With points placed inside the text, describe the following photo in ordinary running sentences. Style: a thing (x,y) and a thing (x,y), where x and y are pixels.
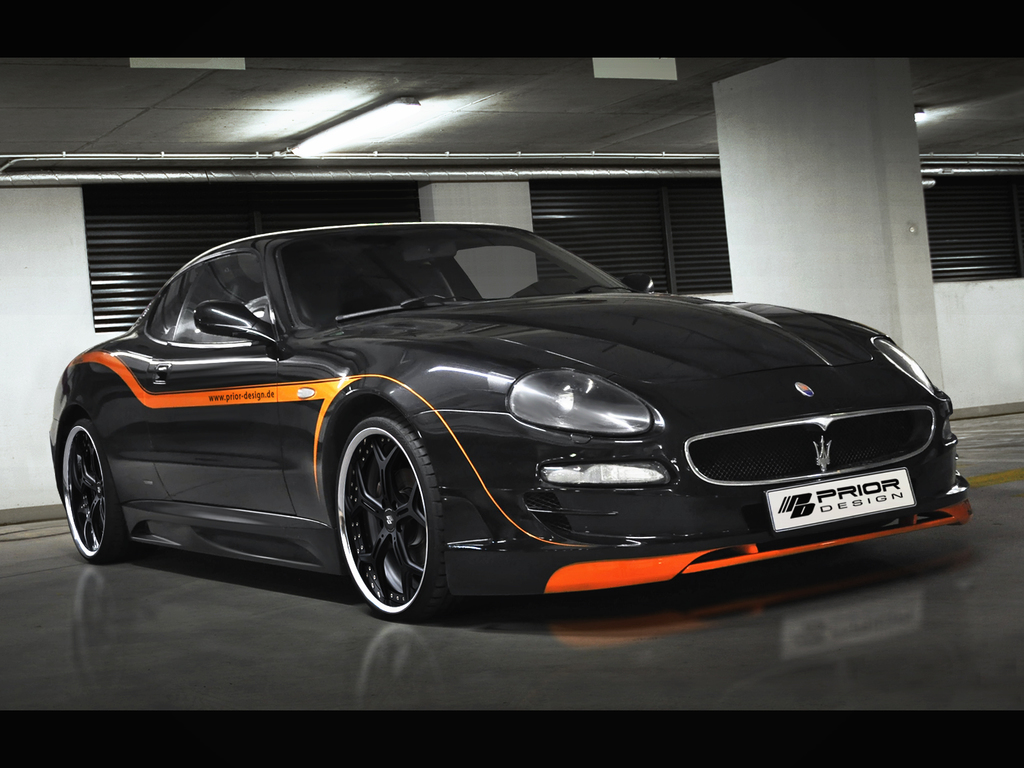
In the image we can see there is a black colour car (331,433) parked on the floor (630,642) and behind there are windows (685,187) on the wall (972,352). It's written ¨PRIOR Design¨ on the number plate (800,510) of the car (855,499).
